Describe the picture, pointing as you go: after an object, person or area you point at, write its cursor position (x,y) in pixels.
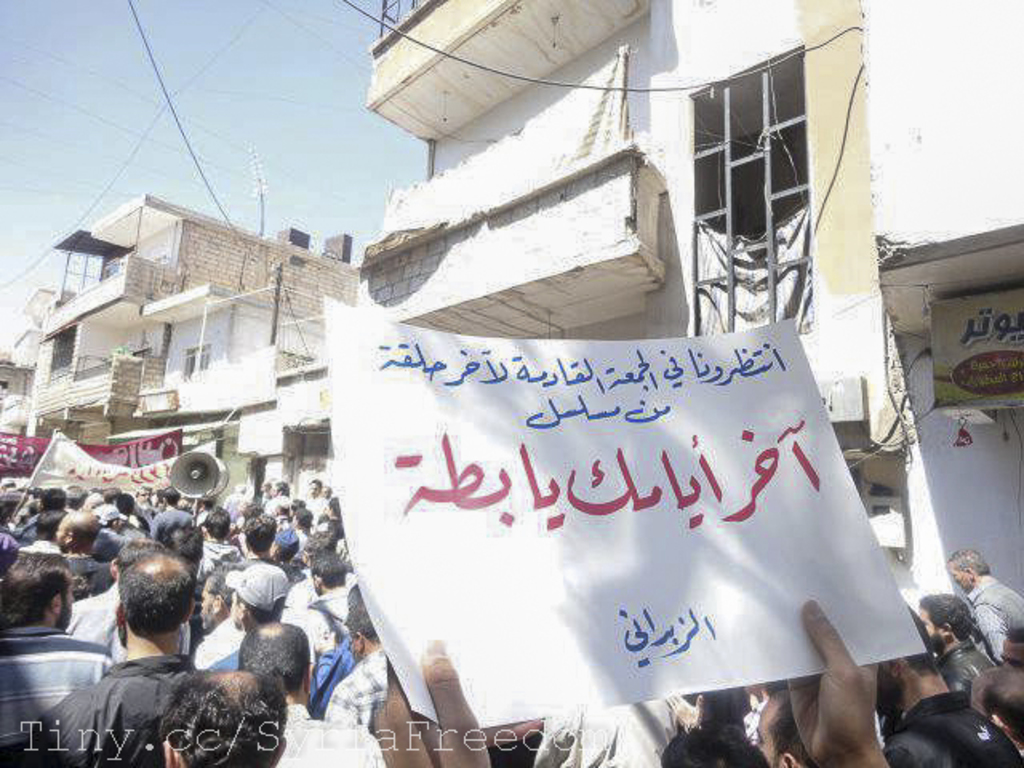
In this image we can see a person's hand (871,701) holding a placard (561,662) on which we can see some text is written, here we can see these people (295,621) are walking on the road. Here we can see the speakers (204,491), banners (7,470), buildings (473,223), wires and the sky (319,169) in the background (389,161). Here we can see the watermark (58,733) on the bottom left side of the image (118,741).
